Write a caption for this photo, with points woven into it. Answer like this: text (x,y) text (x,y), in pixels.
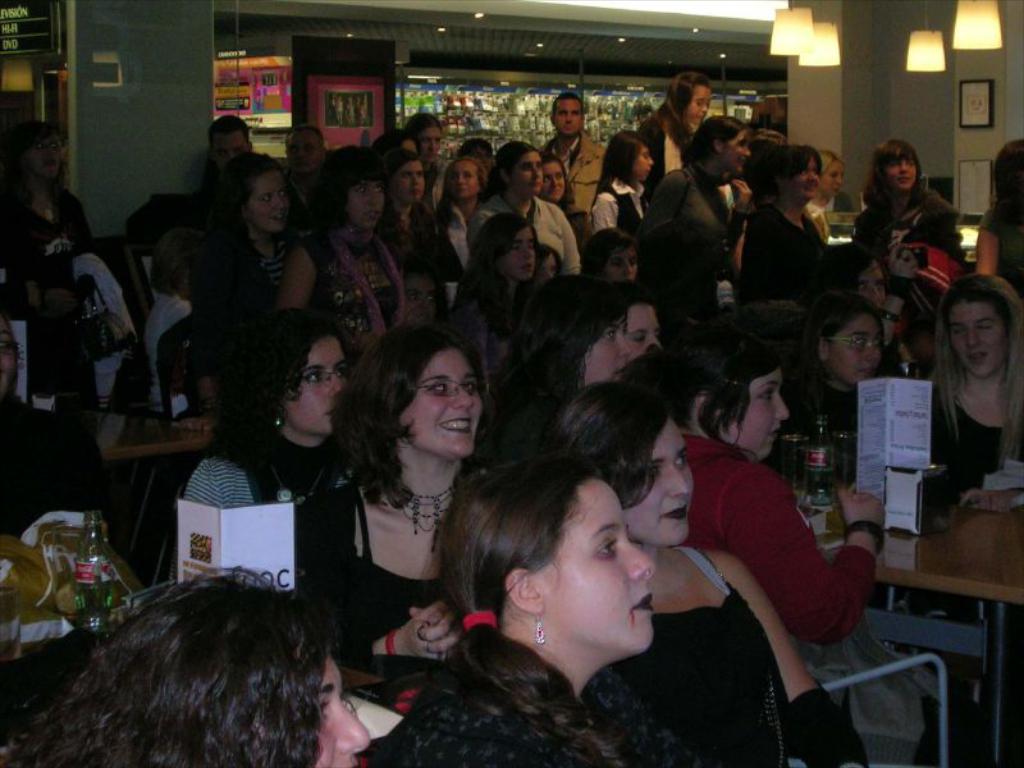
As we can see in the picture that there are many people (443,314) some of them are standing and some of them are sitting. There is a table (915,557) and chair (899,661), on table (906,566) the bottles (818,465) are placed. This is a photo frame (962,91), lamp (798,39).
